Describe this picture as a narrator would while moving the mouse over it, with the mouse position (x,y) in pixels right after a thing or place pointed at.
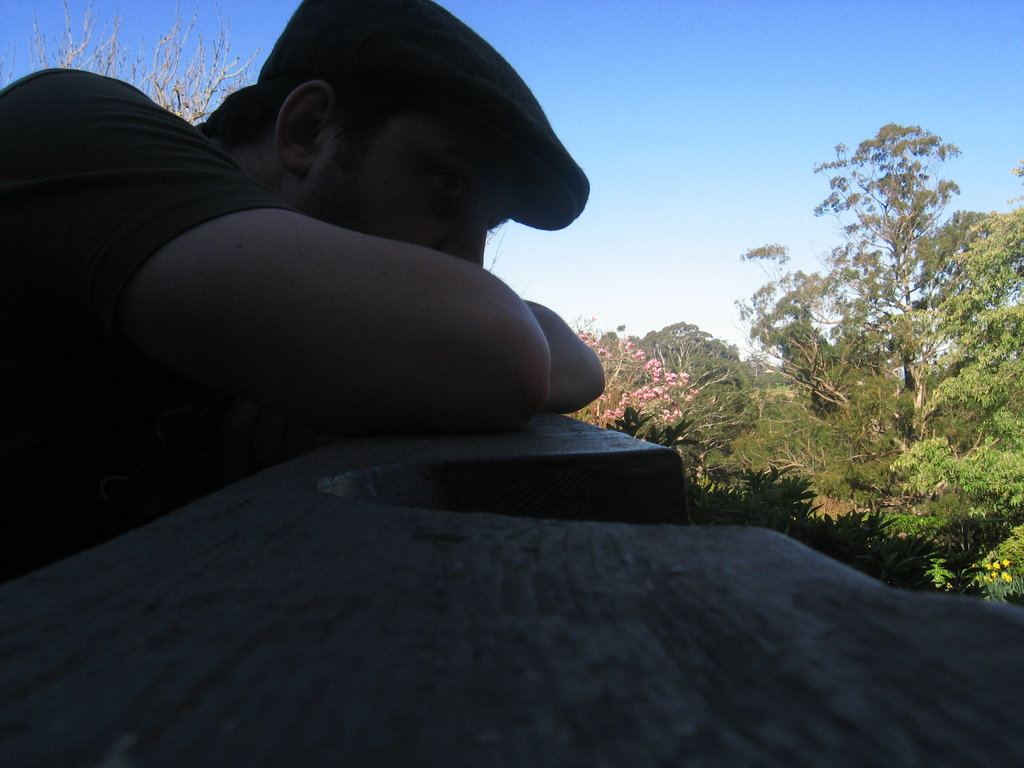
In this image, there is a man (115,183) standing and he is wearing a hat (413,60), at the right side (862,401) there are some green color trees (813,432), at the top (640,48) there is a blue color sky (792,18).
